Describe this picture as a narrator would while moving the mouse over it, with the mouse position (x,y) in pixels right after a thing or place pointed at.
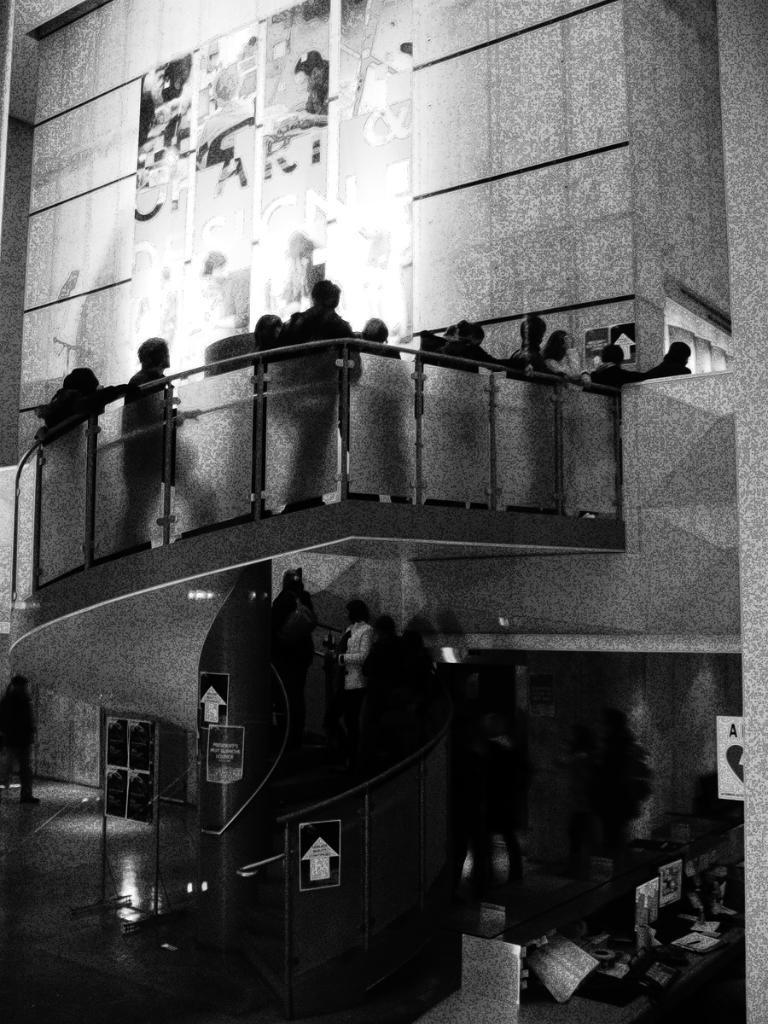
It looks like a black and white picture. We can see a group of people (45,419) standing on the path (238,426) and some people (294,653) are standing on the steps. Behind the people (135,388) there is a wall (415,258) and other things (272,271).
